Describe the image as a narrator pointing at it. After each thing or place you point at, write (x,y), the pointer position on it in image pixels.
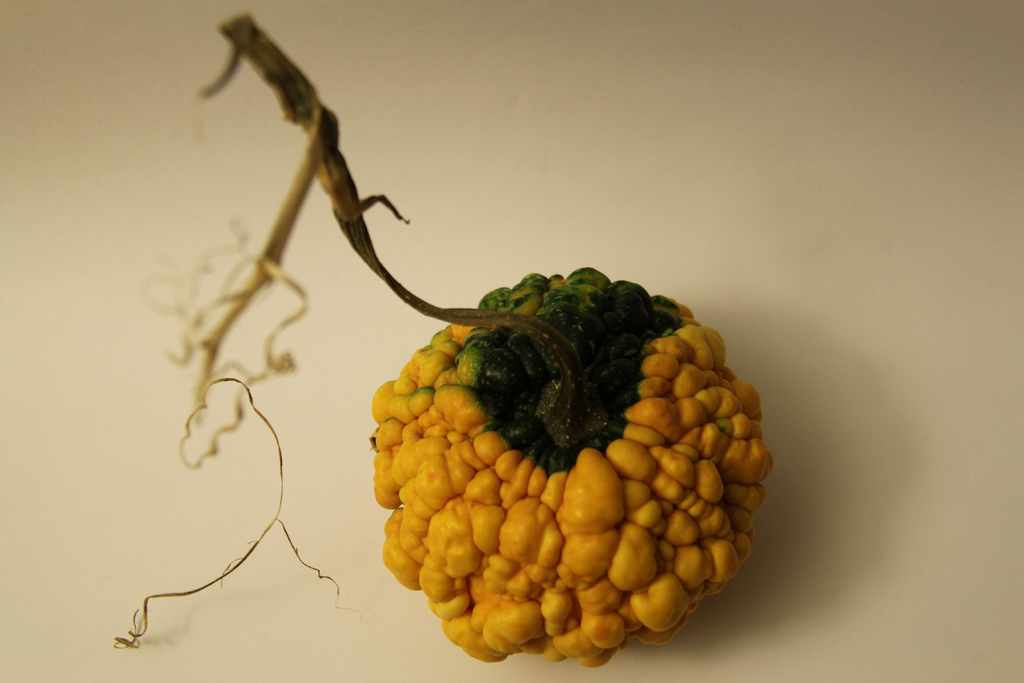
In this picture, we see a fruit (577,526) in yellow and green color is attached to the stem (312,148). In the background (316,234), it is white in color.
